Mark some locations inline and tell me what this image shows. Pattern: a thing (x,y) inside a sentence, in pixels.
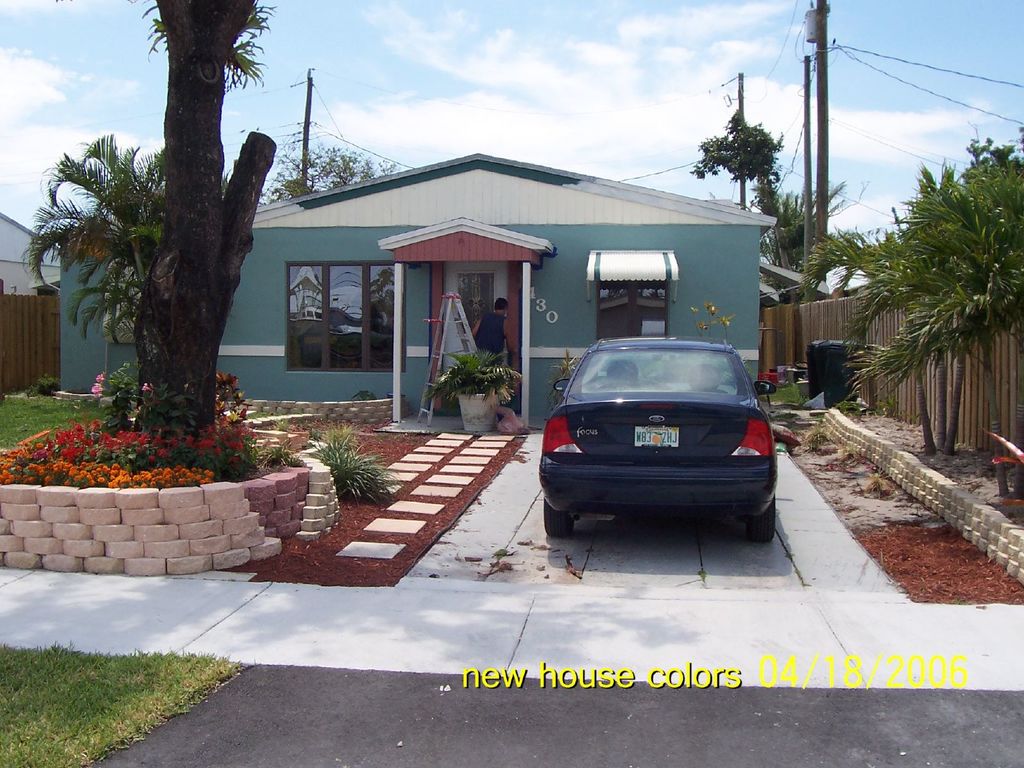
In this image we can see a house (386,273) and a car (624,367) parked in front of the house (614,300), there are few plants (178,452) near a tree (204,315), there is a potted plant (454,386), ladder (449,309) and a person (495,325) standing near the door (471,276), there are few trees (945,261), poles (821,189) with wires (345,142), wooden fence (29,334) and few objects (808,386) on the ground (989,451) and the sky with clouds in the background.
